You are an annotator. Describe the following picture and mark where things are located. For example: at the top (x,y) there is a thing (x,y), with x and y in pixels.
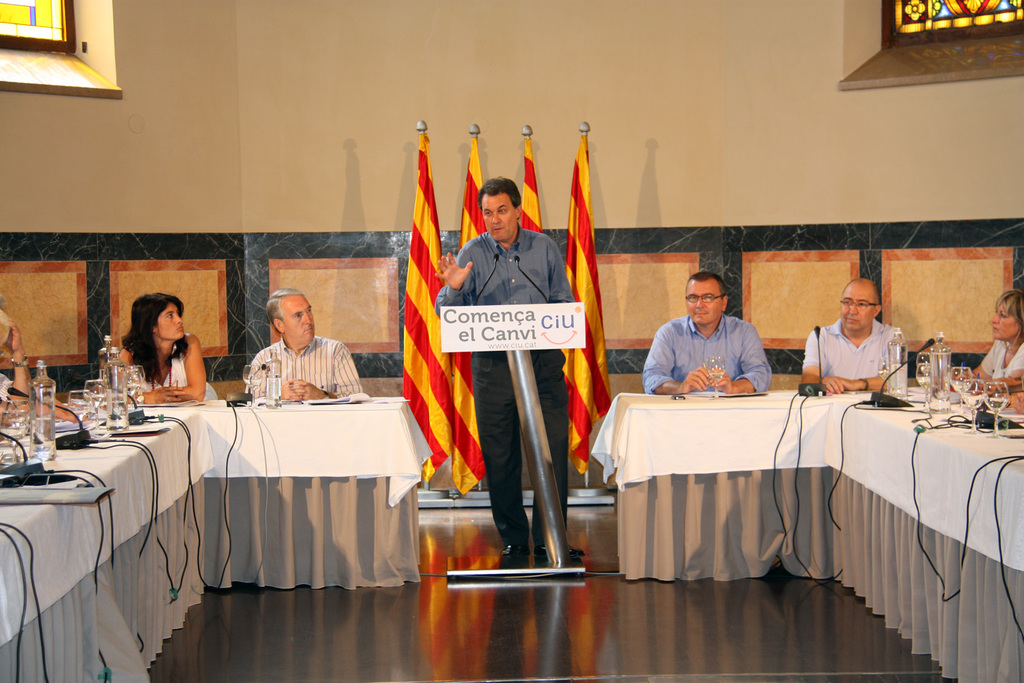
In the center of the image (496,366), we can see a man (489,440) standing in front of podium (544,448) and in the background (709,292), there are people (699,373) sitting and we can see some flags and on the table (865,447), there are bottles (903,390), glasses (957,390) and cloth (882,470).
